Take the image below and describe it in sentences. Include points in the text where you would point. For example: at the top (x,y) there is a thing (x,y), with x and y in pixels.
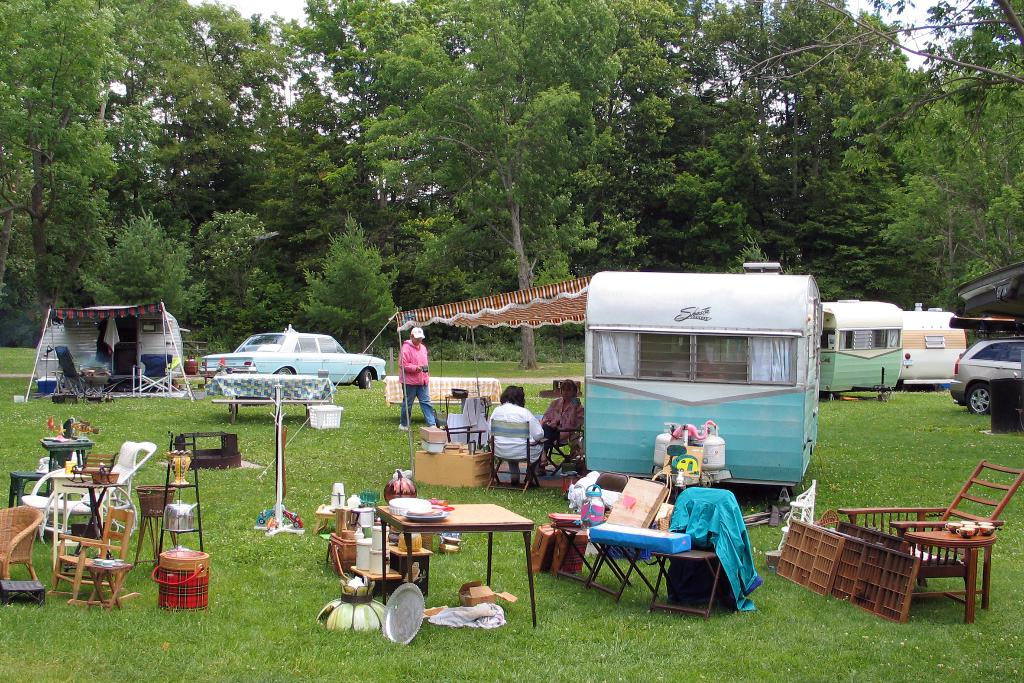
There are tables (120,566) and chairs (502,483) and two persons (502,415) sitting under the tent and at the background (443,123) there are trees (419,185) and cars (275,367).
